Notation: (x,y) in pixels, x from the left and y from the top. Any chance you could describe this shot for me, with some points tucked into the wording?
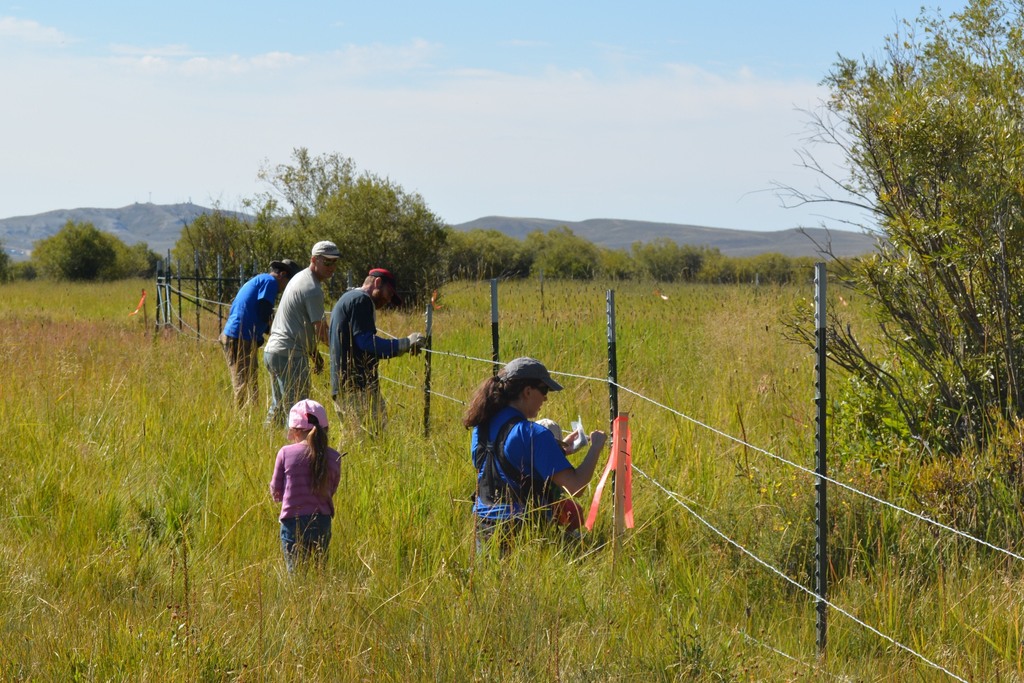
In this image we can see few people (519,408) wearing caps (516,365). On the ground (159,381) there is grass (335,531). Also there is a fencing (214,292) with poles (427,312) and ropes (895,507). Also there are trees (211,233). In the background (87,228) there are trees (561,232). Also there are hills (747,241) and there is sky (424,83) with clouds (414,112).
